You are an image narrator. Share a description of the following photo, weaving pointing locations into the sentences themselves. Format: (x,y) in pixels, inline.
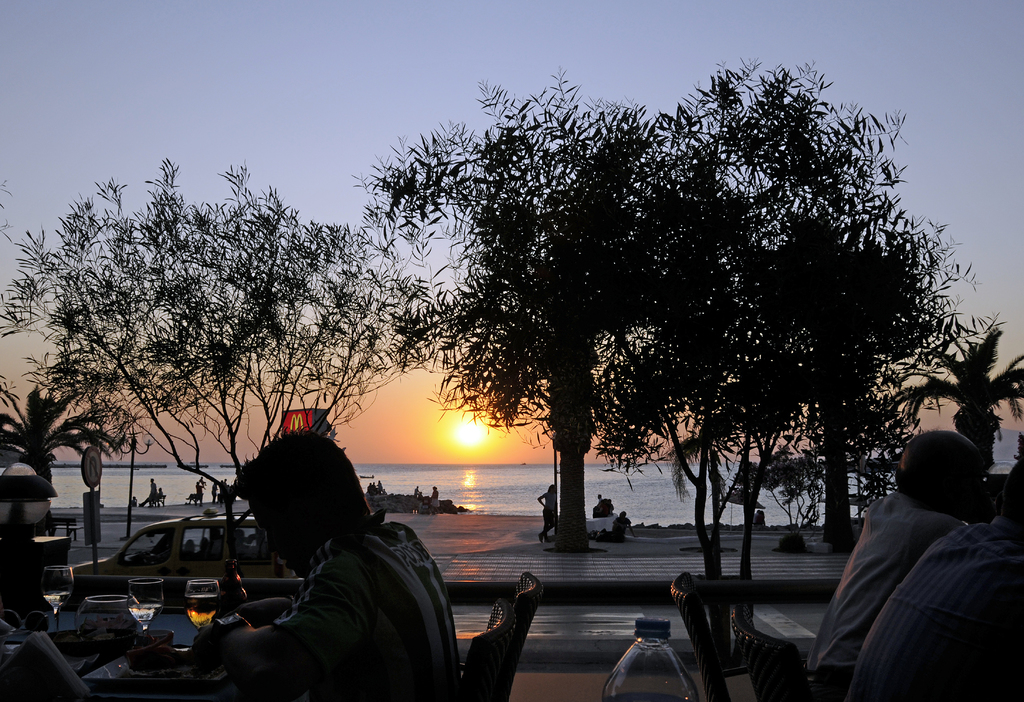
In the image there are people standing and sitting in front of beach (676,539), in the front (967,577) there are few people (948,574) sitting around table (191,640) with wine glasses (143,617) and bottles (614,698) on it, in the middle (491,402) there is road (769,617) with trees (526,290) beside it and in the back (455,423) there is sun (467,433) in the sky (462,423).
